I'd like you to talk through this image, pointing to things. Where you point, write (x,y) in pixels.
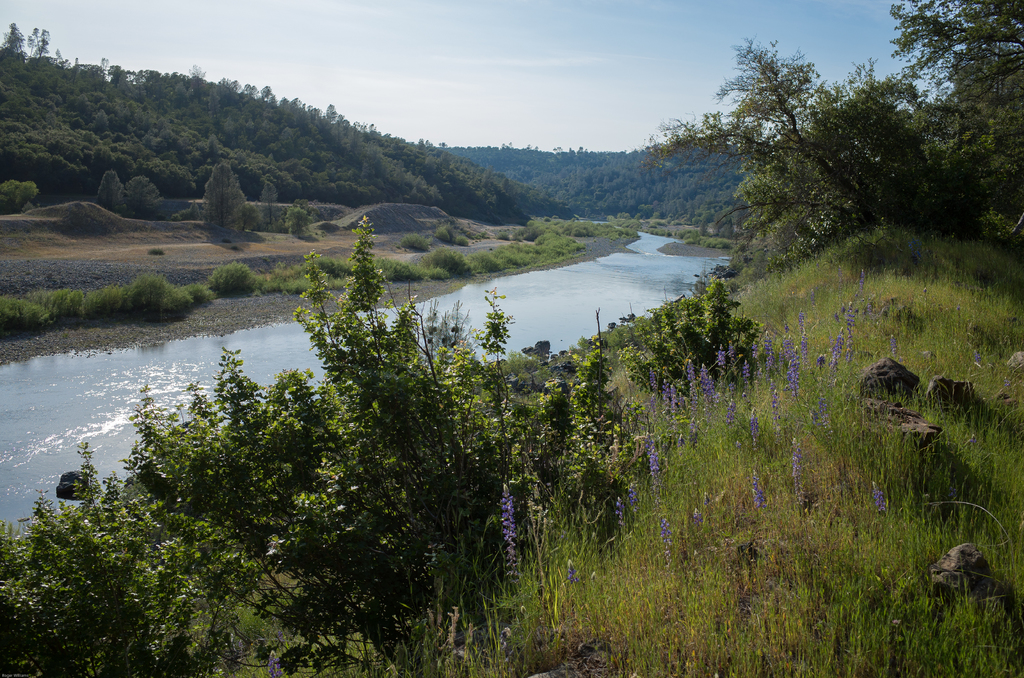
In this picture there is a beautiful view of the trees (418,526). In the middle (537,313) there is small river (219,356). In the background (144,130) there is a hilly area (151,142) with full of trees (151,142).
